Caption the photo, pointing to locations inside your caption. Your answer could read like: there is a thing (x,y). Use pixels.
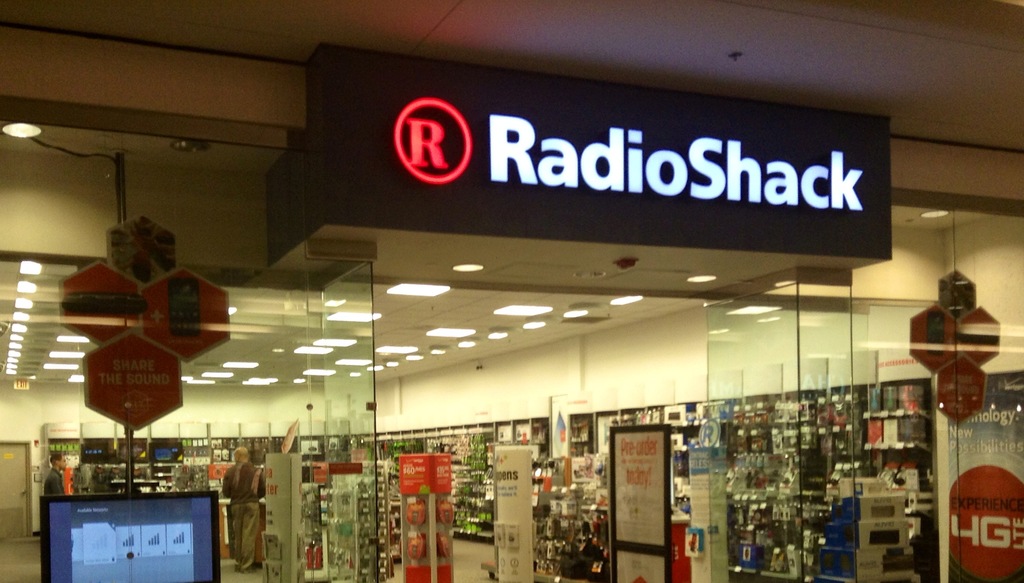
In this picture there is a radio shack store (763,232) in the center of the image (558,252), there are people (242,450) on the left side of the image (256,497), in the store (311,471) and there is a monitor (156,558) in the bottom left side of the image (71,503).
